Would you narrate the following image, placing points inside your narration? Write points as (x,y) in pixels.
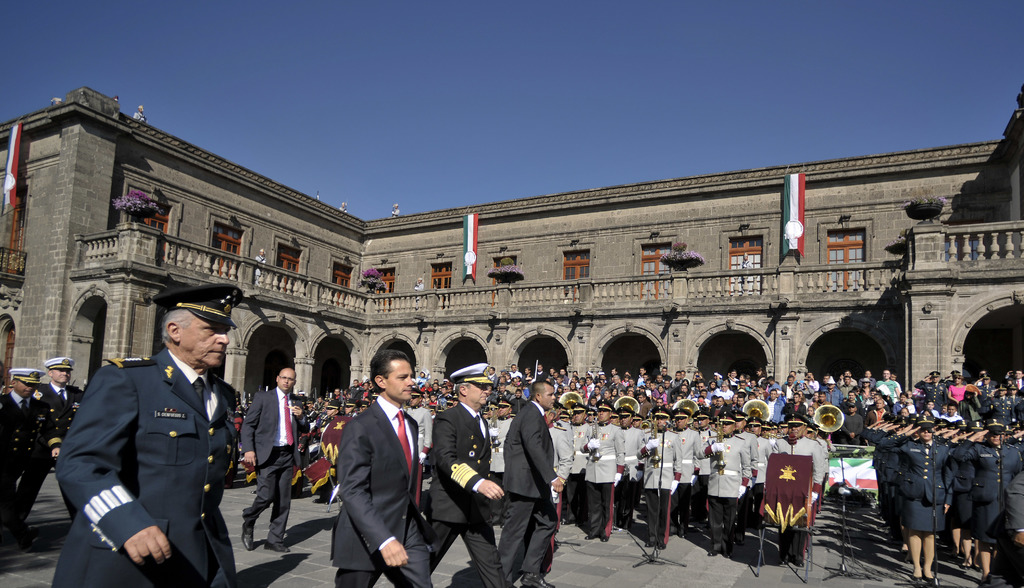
In this image we can see a few people (669,406), some of them are playing musical instruments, there are flags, house plants (138,207), also we can see the sky (543,69).
